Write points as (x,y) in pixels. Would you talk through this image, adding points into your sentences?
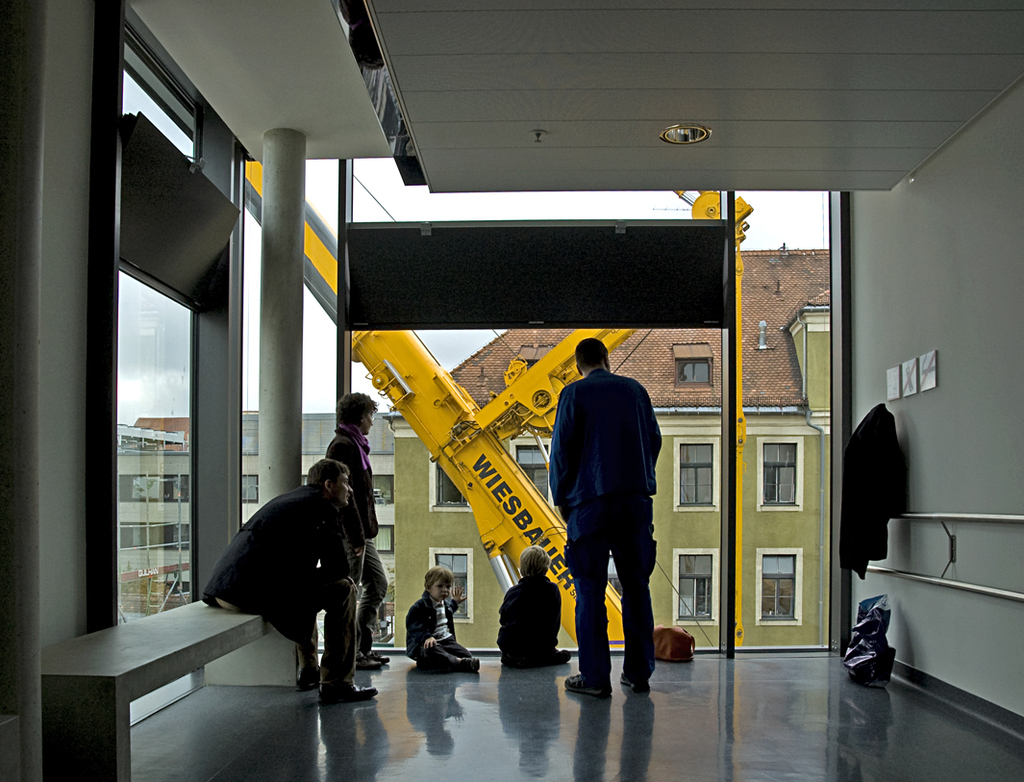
In this image in the center (604,516) there are persons (443,572) standing and sitting. In the background (402,439) there are buildings (397,434) and there is a crane (475,476) with some text (527,526) written on it which is yellow in colour and the sky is cloudy. On the right side of the wall (925,490) there is a cloth (868,465) hanging and there are frames (929,386) on the wall (939,395).
